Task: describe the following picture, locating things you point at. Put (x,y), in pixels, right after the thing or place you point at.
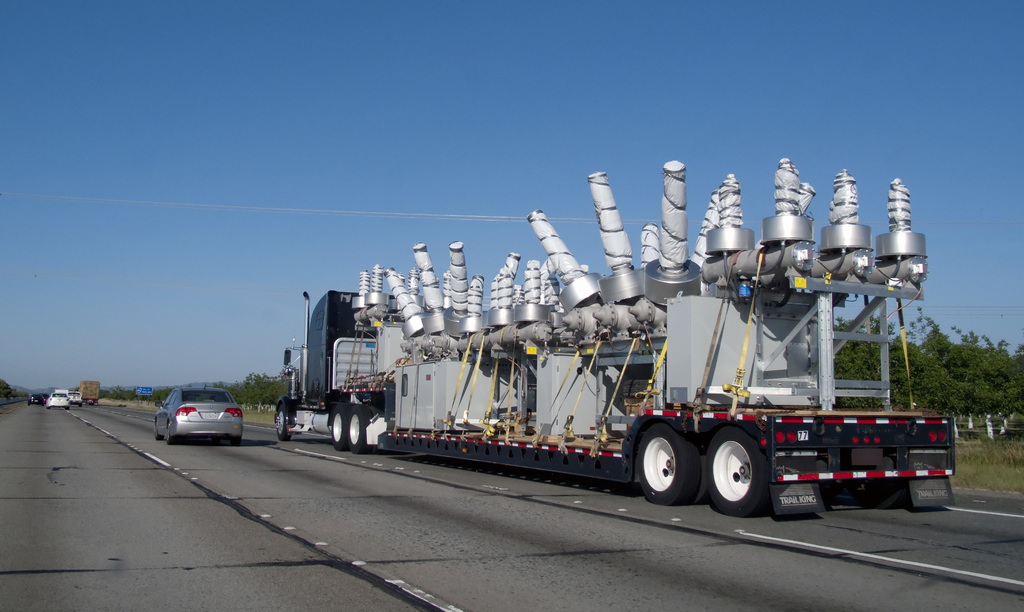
In this picture I can observe a vehicle (311,388) moving on the road (349,465). I can observe some cars (201,424) on the road (91,420). In the background (165,395) there are trees (953,400) and sky (340,164).
